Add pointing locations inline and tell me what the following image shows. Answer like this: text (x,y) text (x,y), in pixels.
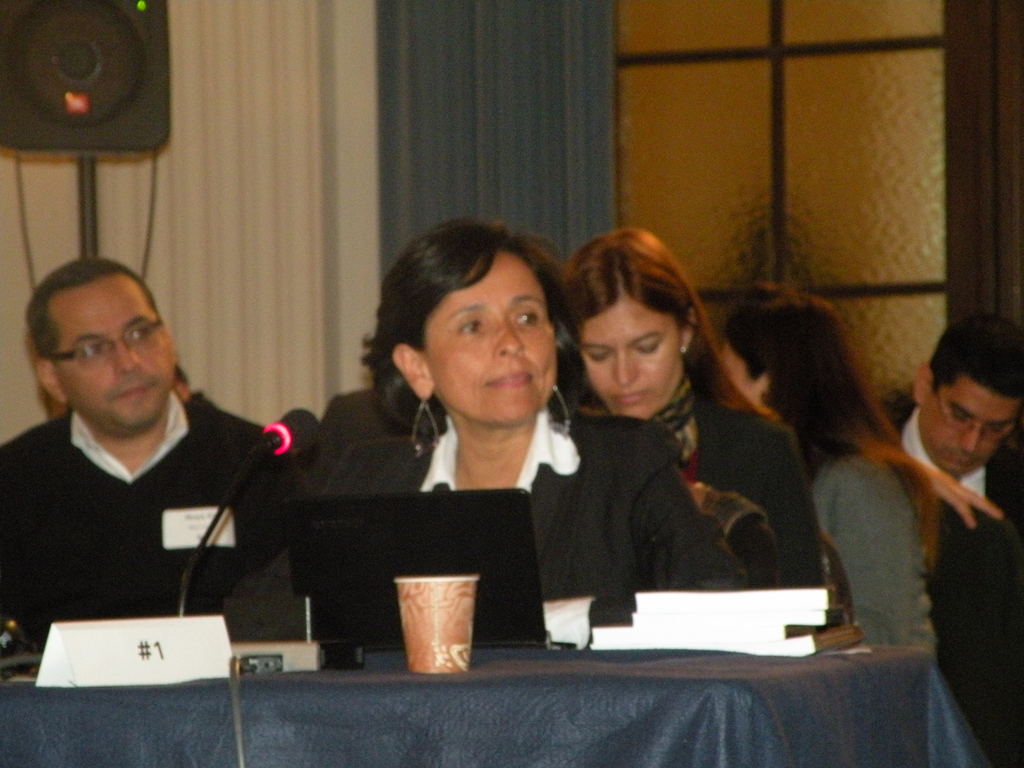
This is an inside view. Here I can see few people (793,379) are sitting on the chairs (745,532). Two persons (209,415) are looking at the right side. At the bottom (324,734) there is a table (590,736) which is covered with a cloth (378,718). On this table (357,717) a glass (435,648), microphone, books (622,647) and some other objects (108,654) are placed. In the background (746,82) there is a window (706,83) and a curtain (279,189). In the top left-hand corner (70,57) there is a speaker (101,89).
